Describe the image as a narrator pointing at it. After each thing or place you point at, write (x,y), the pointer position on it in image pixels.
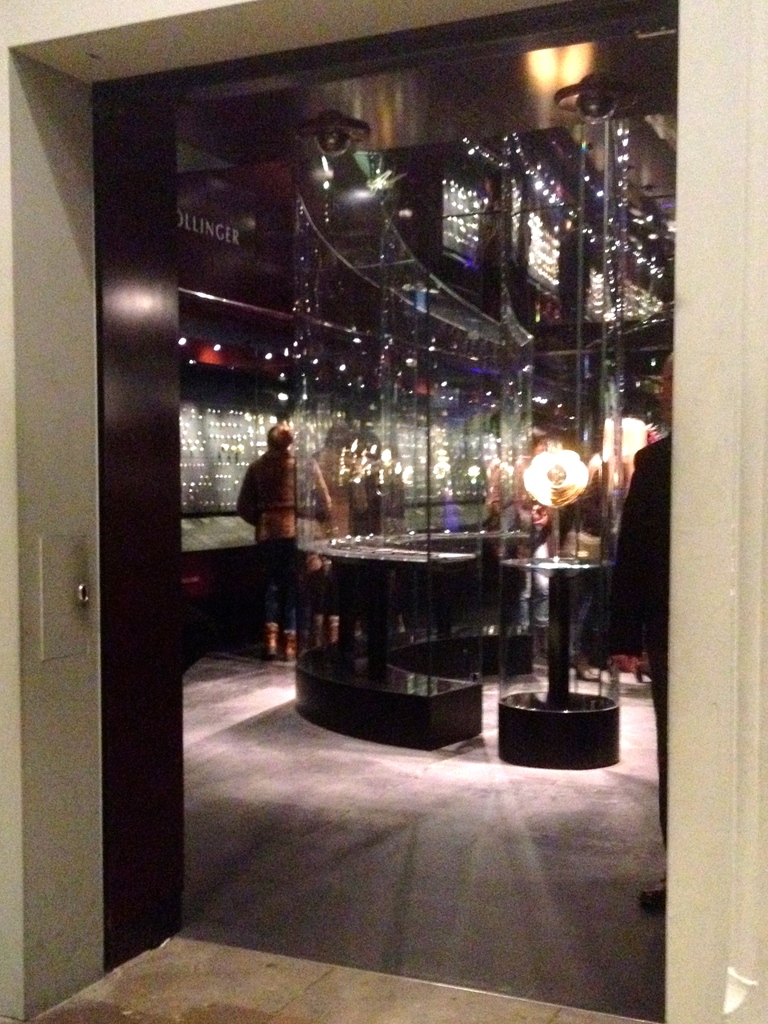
In this image, we can see a entrance (122,559) of the room (260,709). In this image, on the right side (661,591), we can see a person (661,656). On the left side (249,487), we can see a group of people (342,518) standing in front of the stall (243,565). In the middle of the image (473,486), we can see a glass (436,680) and a table (391,726).
